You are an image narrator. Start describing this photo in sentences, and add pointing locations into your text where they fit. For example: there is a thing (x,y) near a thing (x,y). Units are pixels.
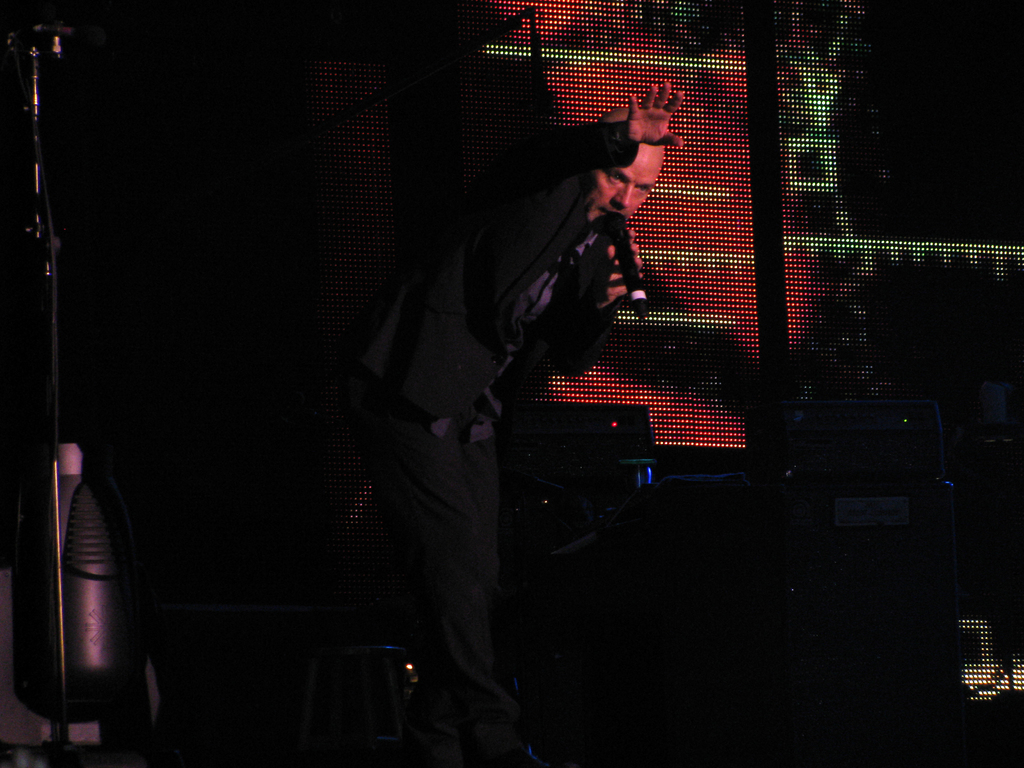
In this picture we can see a man (538,223) in the black blazer (538,223) is holding a microphone (630,249). Behind the man (376,355) there are some objects (612,440).
